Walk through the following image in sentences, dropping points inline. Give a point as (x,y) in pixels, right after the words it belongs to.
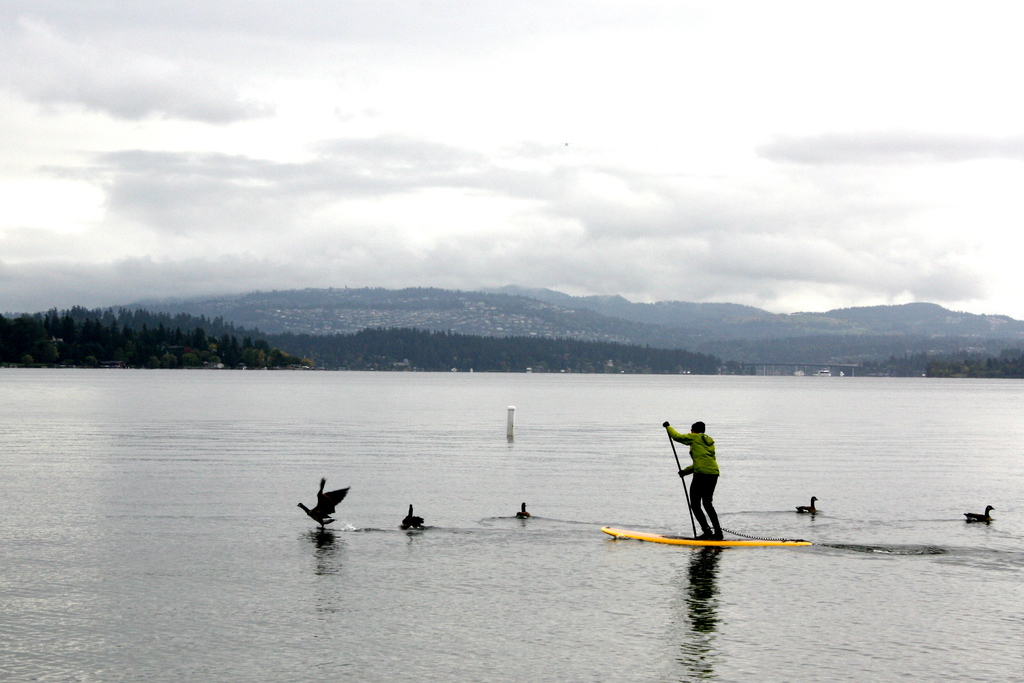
In this image we can see a man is standing on a surfboard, and holding a stick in the hand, there are ducks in the water (519,466), there are trees (96,330), there are mountains (699,343), the sky (573,190) is cloudy.
